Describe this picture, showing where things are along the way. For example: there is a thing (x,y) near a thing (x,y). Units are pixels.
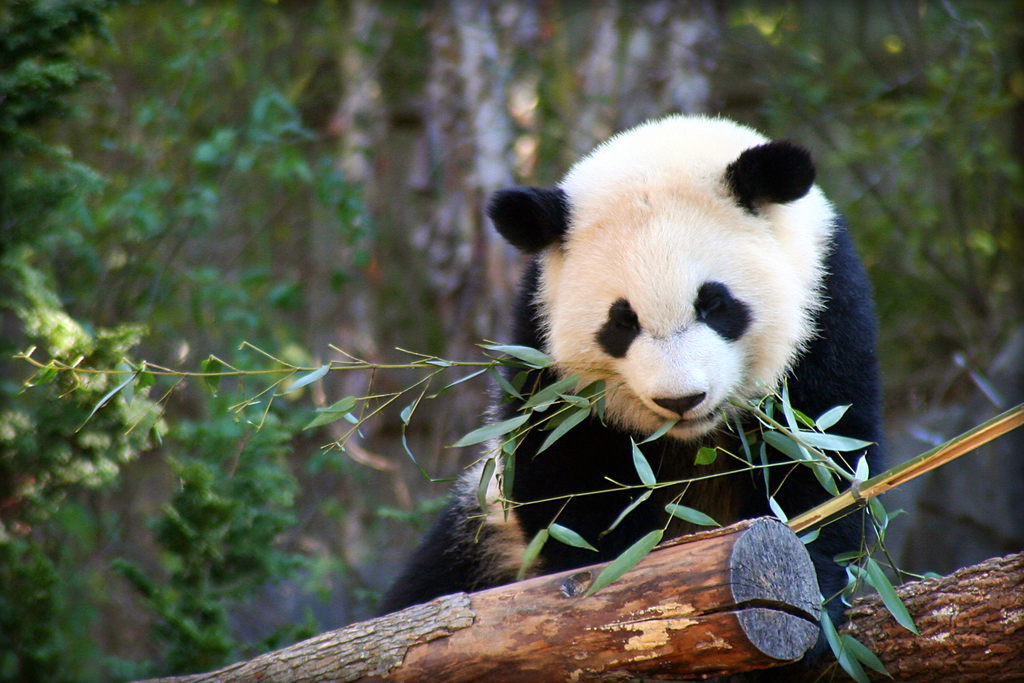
This image is taken outdoors. In the background (242,400) there are many trees (299,120) and plants (313,392) on the ground (386,559). At the bottom of the image (657,598) there is a branch (559,619) of a tree (686,562). In the middle of the image (637,423) there is a panda (584,278) on the branch (794,562) and holding a stem (529,427) with green leaves (567,412) of a tree (578,418) in the mouth (681,428).
